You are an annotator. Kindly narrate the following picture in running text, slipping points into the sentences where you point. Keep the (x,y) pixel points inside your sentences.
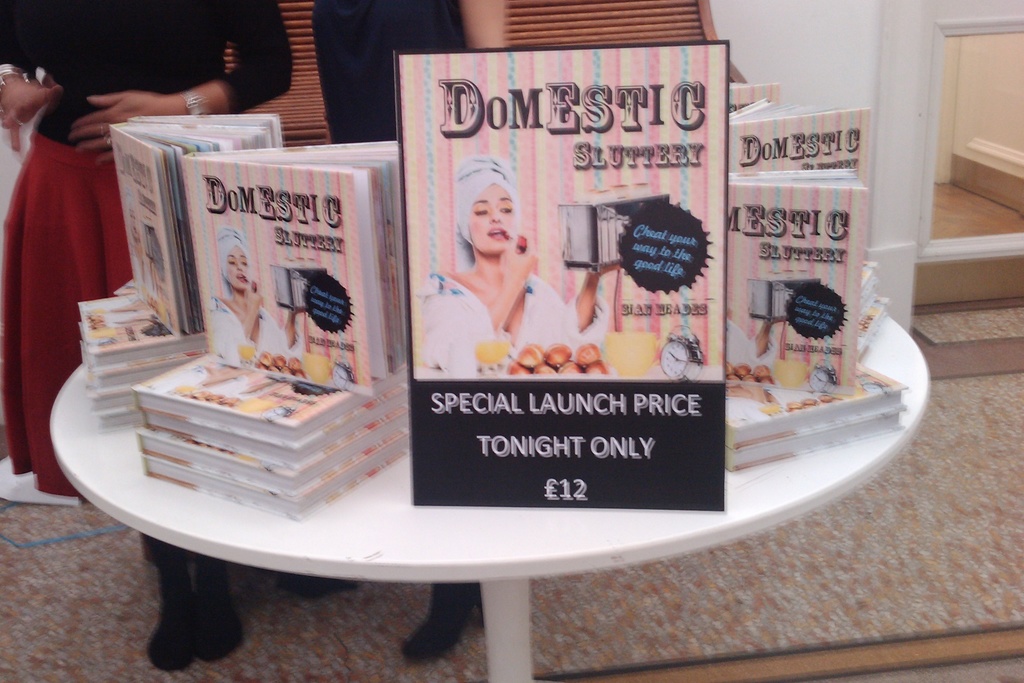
There is a white color table (661,514) with many books (297,309) on it. Behind the table (76,400) there is a lady (80,44) with black and red color dress (77,76). She is standing. To the right top corner (928,145) there is a door (928,149).
